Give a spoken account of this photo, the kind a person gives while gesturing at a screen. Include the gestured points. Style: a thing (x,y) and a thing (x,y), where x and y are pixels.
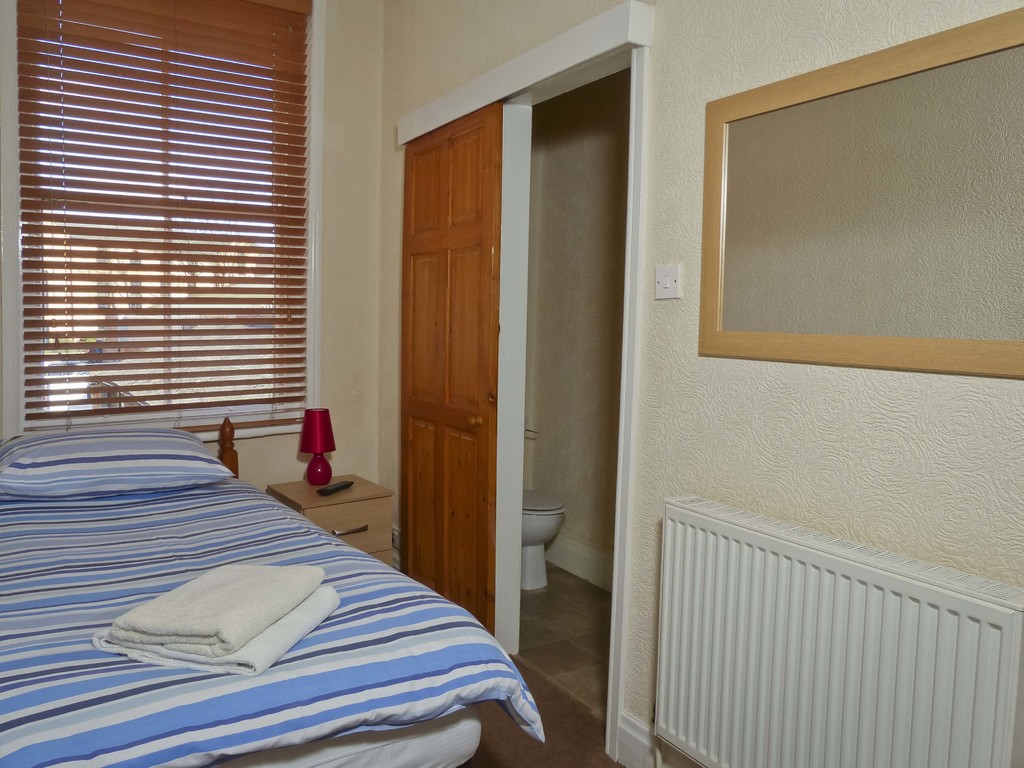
This picture might be taken in a inside of the house (557,573), in this image in the center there is one bed (240,548). On the bed (297,687) there are some blankets (208,503) and pillow (104,474) beside the bed (223,510) there is one table (337,502), lamp (322,466), remote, door (459,482), toilet (537,515) and on the right side (721,225) there is a mirror (854,247) on the wall (779,9). In the center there is a curtain (104,245) and a window (138,250), at the bottom (531,743) there is a floor (568,739).
